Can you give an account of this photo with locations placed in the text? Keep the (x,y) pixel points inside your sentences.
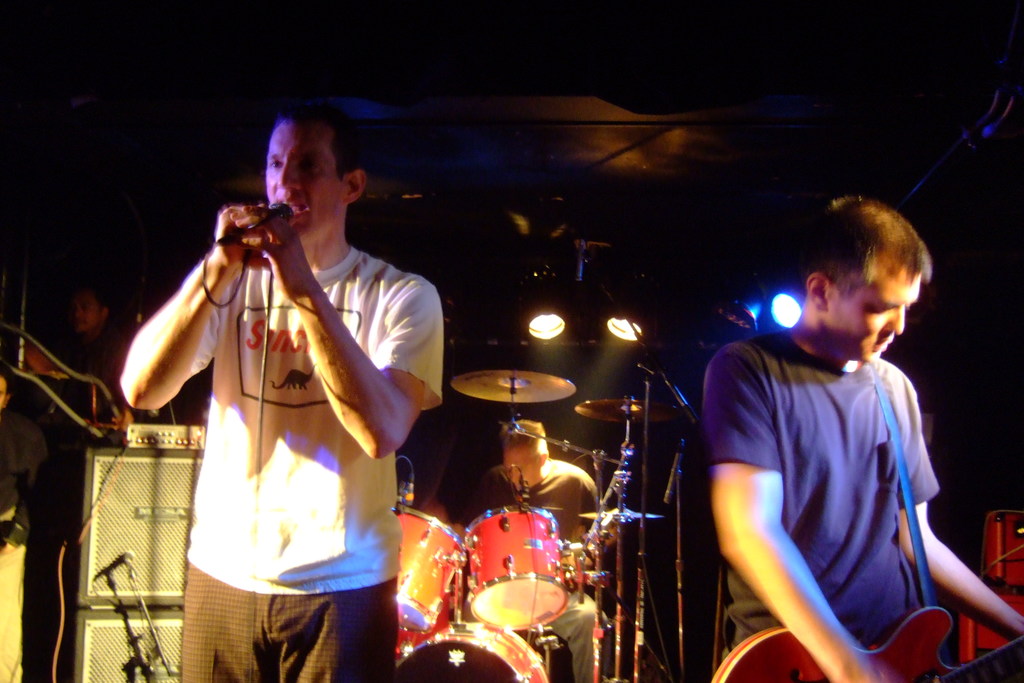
There is a group of people (339,365) on a stage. They are playing musical instruments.
